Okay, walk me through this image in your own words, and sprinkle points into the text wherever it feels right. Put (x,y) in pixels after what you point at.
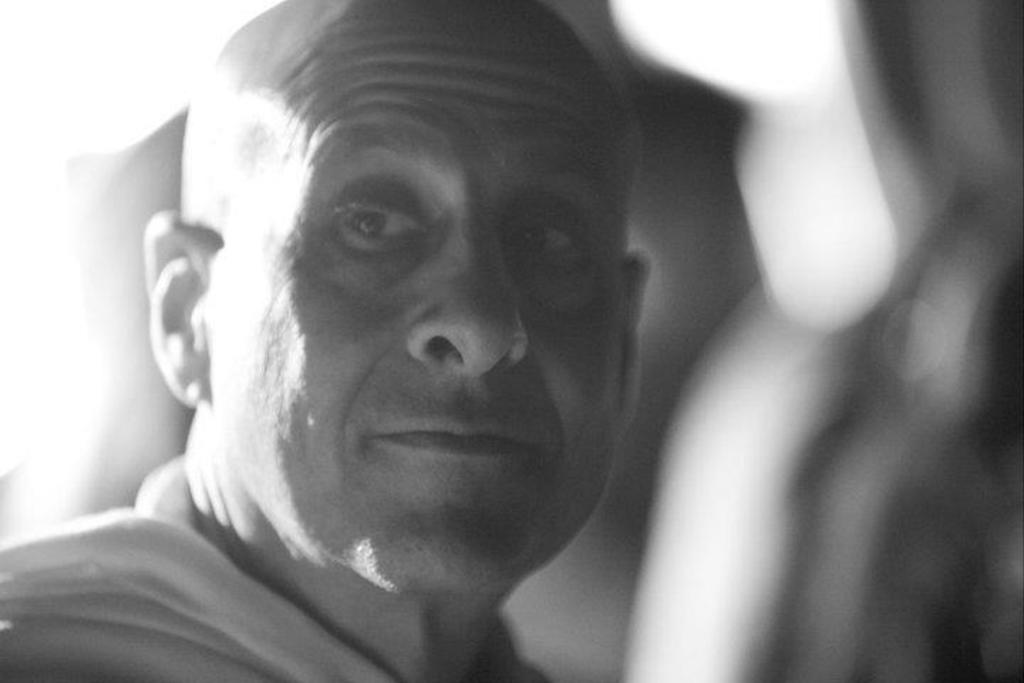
This is a black and white picture. Here we can see a person (456,391). There is a blur background (30,121).
